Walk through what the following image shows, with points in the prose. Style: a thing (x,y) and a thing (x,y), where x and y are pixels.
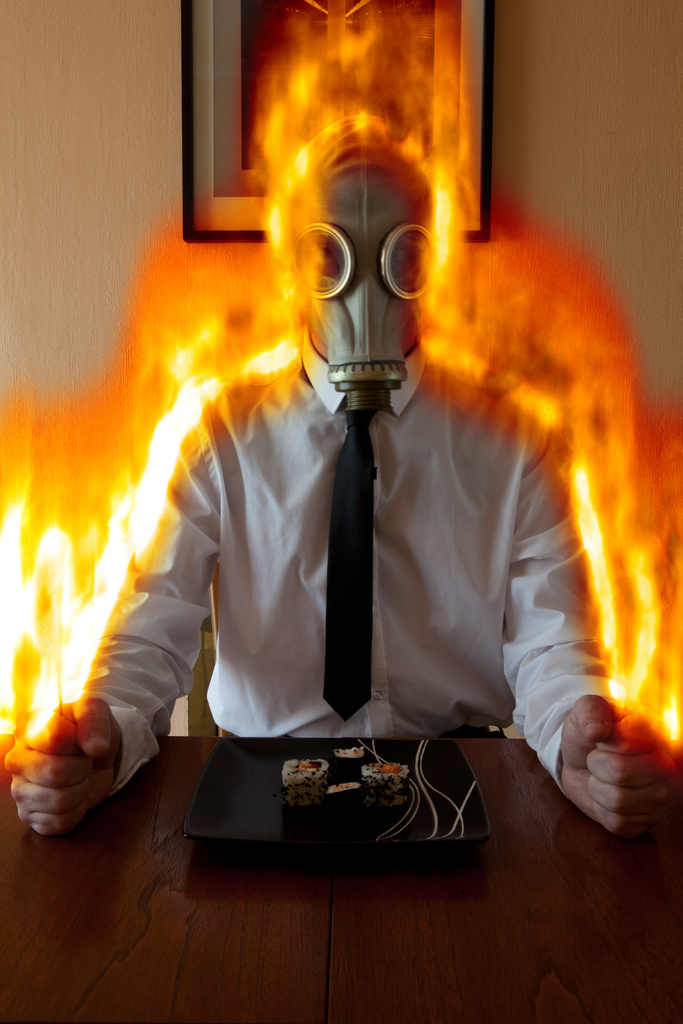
In the picture I can see a person (557,505) sitting on a chair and there is a mask (345,382) on his face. I can see the flame (294,179). There is a photo frame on the wall (112,87) at the top of the picture (351,19). I can see the wooden table (249,932) at the bottom of the picture (414,880). There is a plate (416,811) on the table (307,855) and I can see some sushi (381,795) on the plate (241,764).
